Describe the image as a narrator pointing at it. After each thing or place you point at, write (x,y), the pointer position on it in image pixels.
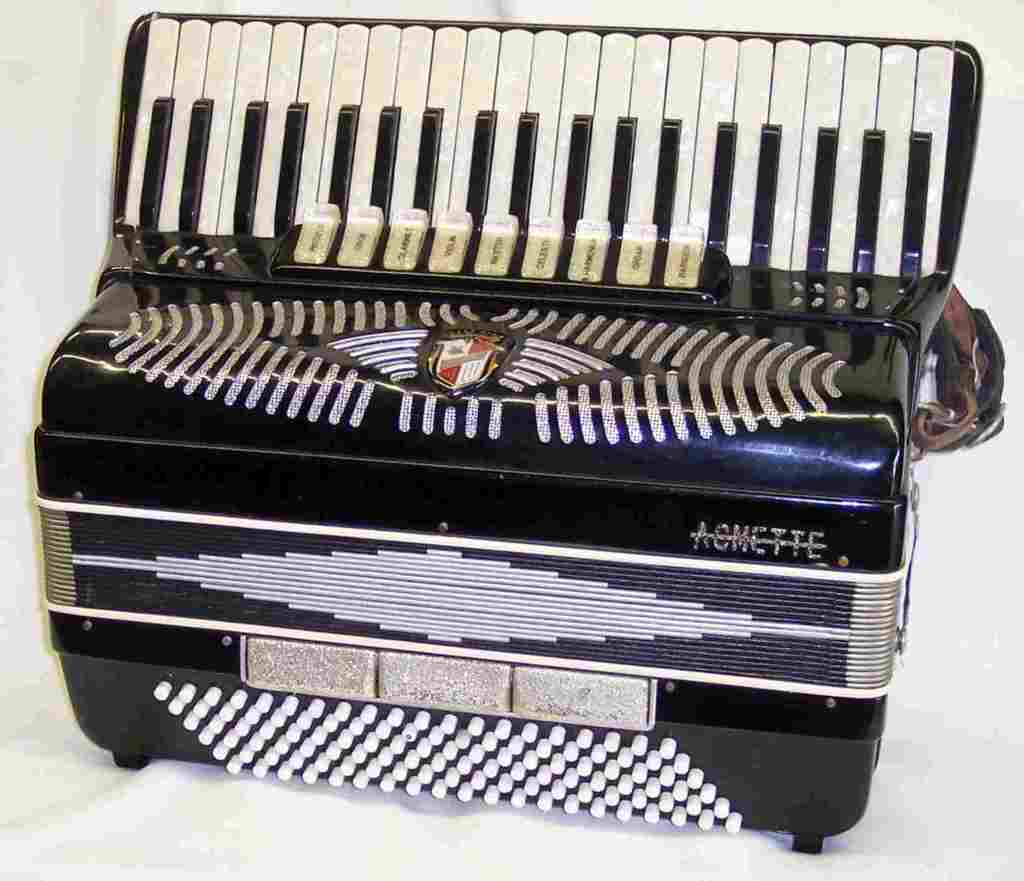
In the center of the image (393,407) there is a musical instrument (376,526).
